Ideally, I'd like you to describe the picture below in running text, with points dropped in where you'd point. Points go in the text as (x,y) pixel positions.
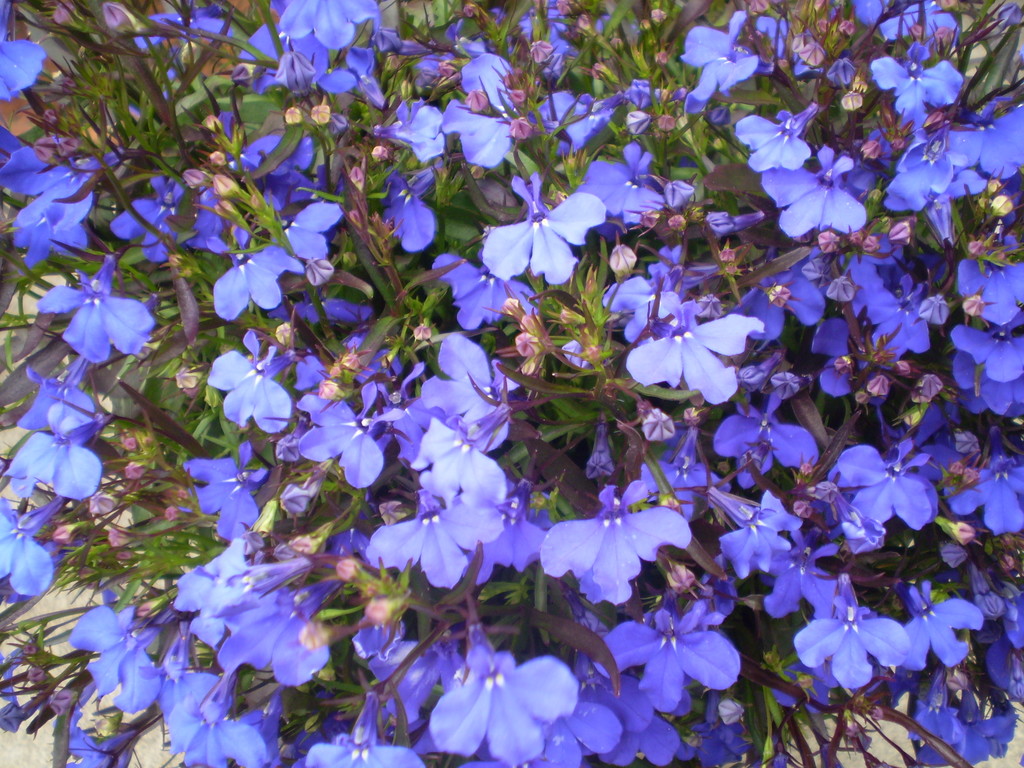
In this picture I can see plants (497,380) with flowers (708,41) and buds (664,122).
